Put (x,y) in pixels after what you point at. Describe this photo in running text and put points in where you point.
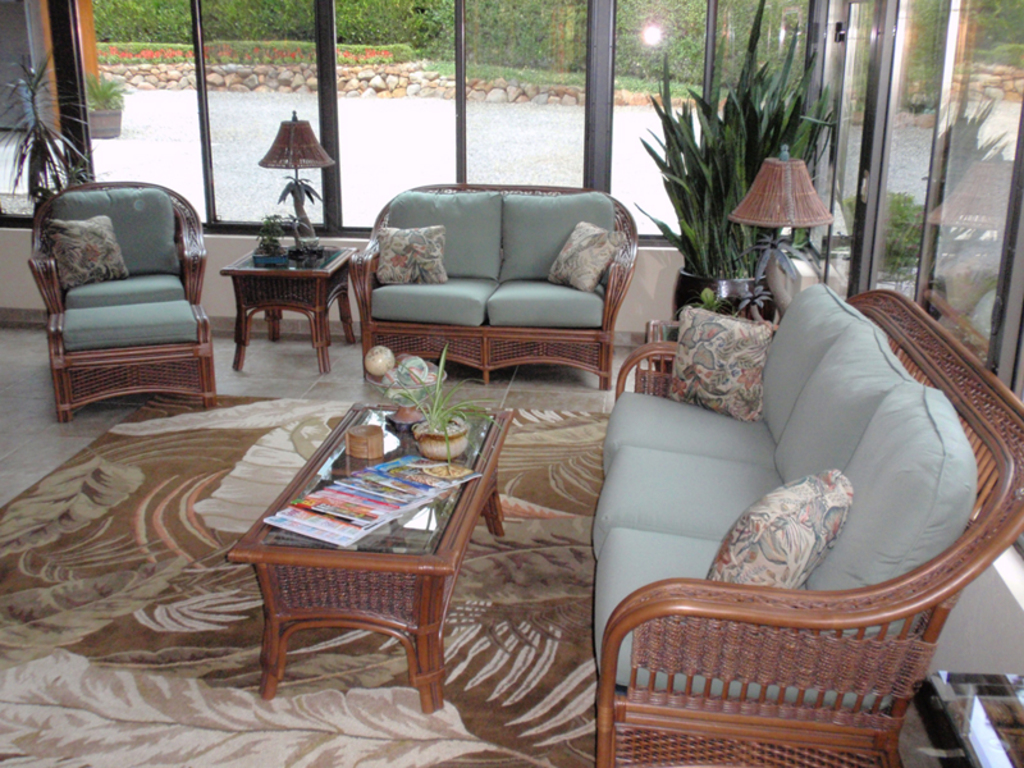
In this image I can see a sofa (583,359) and few chairs (112,299) with cushions (551,316) on it. I can also see few plants (724,162) and few lamps (799,253). On this table (339,579) I can see few books (343,539).
